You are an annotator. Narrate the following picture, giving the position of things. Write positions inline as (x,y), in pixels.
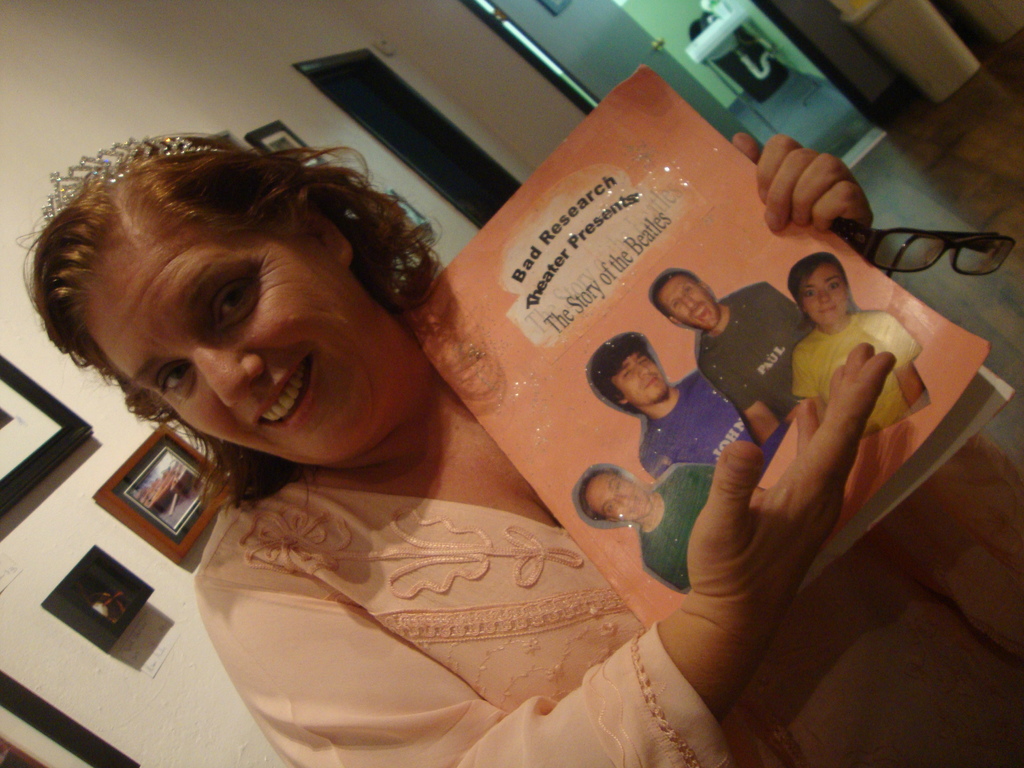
In this picture we can see a woman (220,300) holding a book (789,252) and a spectacle (897,250) with her hand (765,196) and smiling and in the background (584,108) we can see frames (108,480), wall (5,199), doors (434,154), pipe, sink (712,46).
